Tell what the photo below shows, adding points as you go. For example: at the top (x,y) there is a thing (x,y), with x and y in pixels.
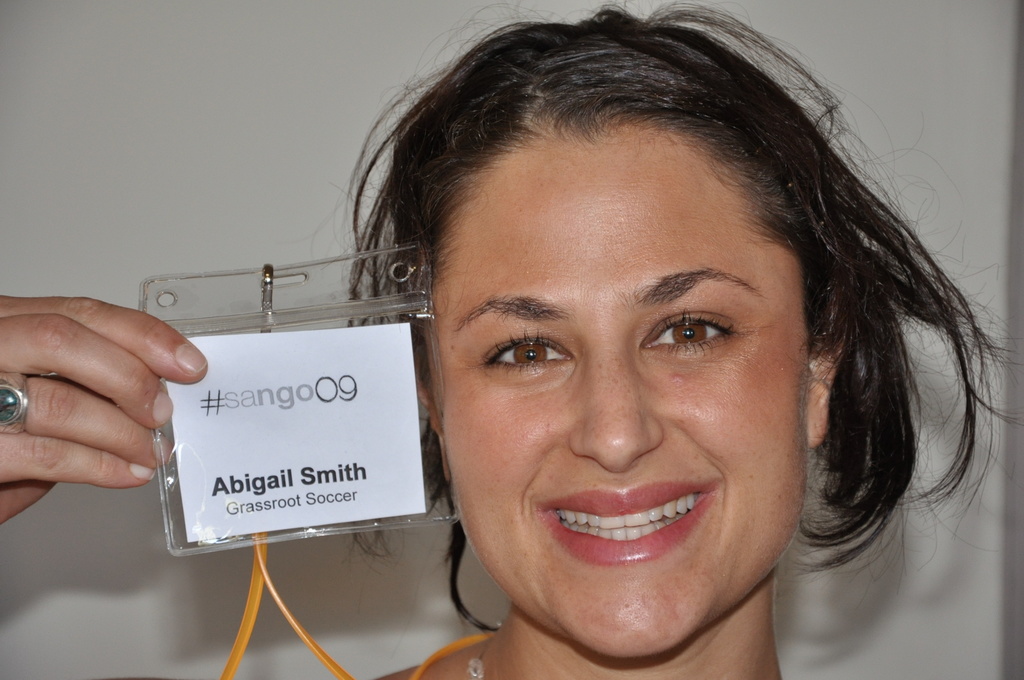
In this image, we can see a woman (683,578) holding an identity card (313,462) in her hand (172,367). In the background (108,498), we can see white color.
